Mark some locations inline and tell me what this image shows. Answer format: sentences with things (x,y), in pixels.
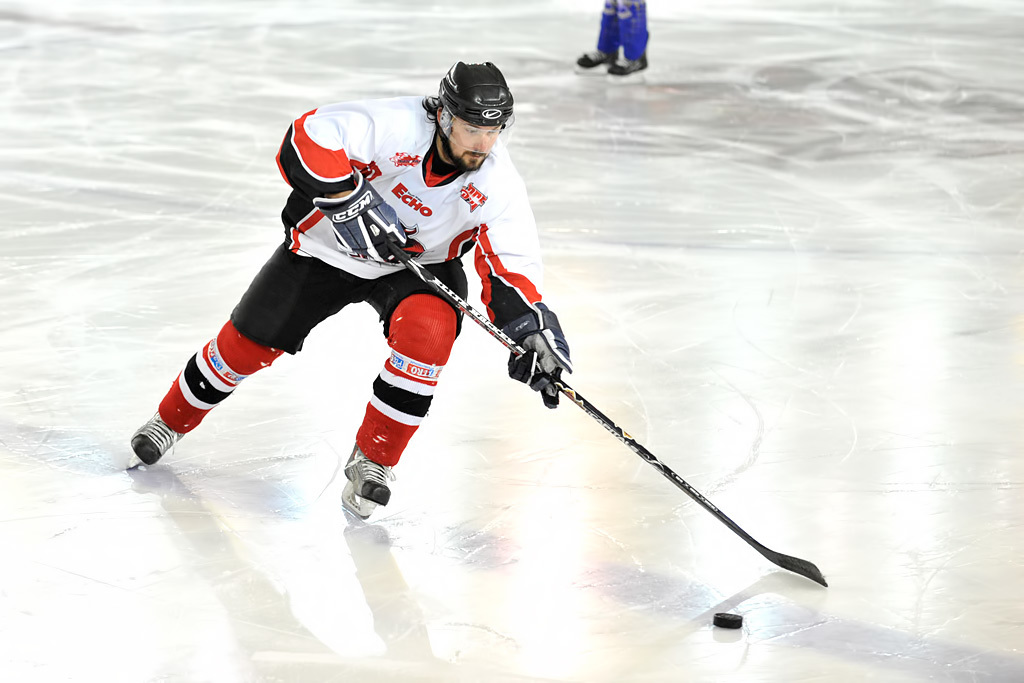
In the center of the picture (424,297) there is a person (426,360) playing ice hockey. At the top (621,28) there are persons legs (614,42). At the bottom (292,485) it is ice (369,534).
